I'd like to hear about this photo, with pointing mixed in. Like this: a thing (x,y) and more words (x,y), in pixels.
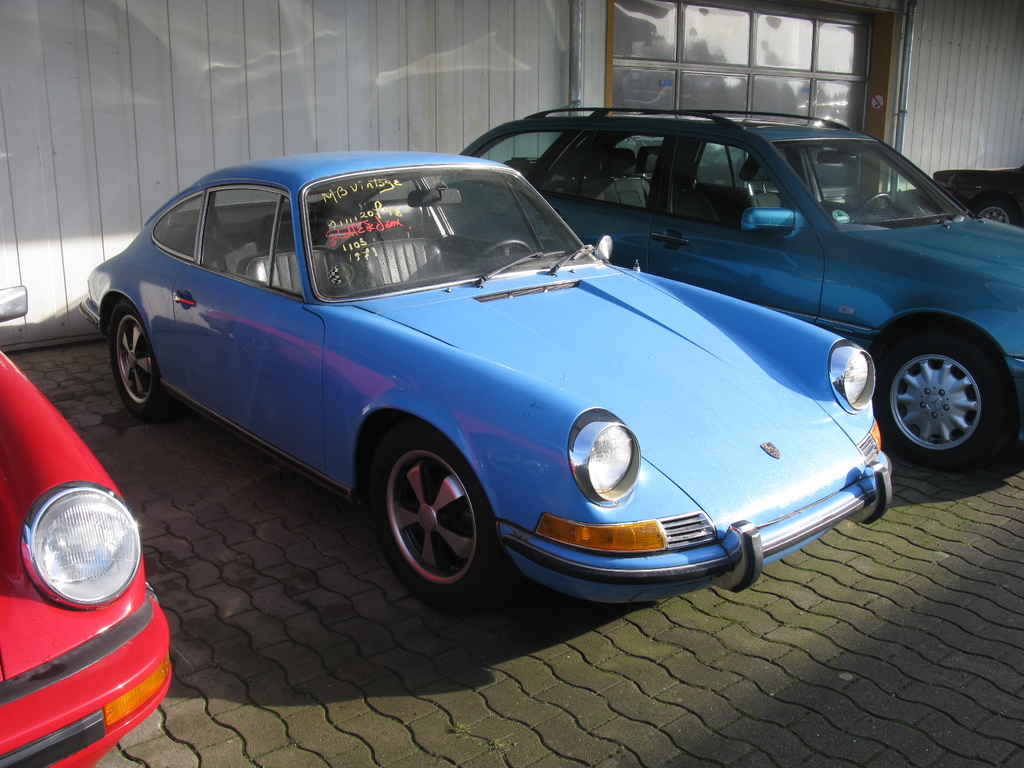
In this picture we can see vehicles (735,542) on the ground (825,540) and in the background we can see an object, wall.
